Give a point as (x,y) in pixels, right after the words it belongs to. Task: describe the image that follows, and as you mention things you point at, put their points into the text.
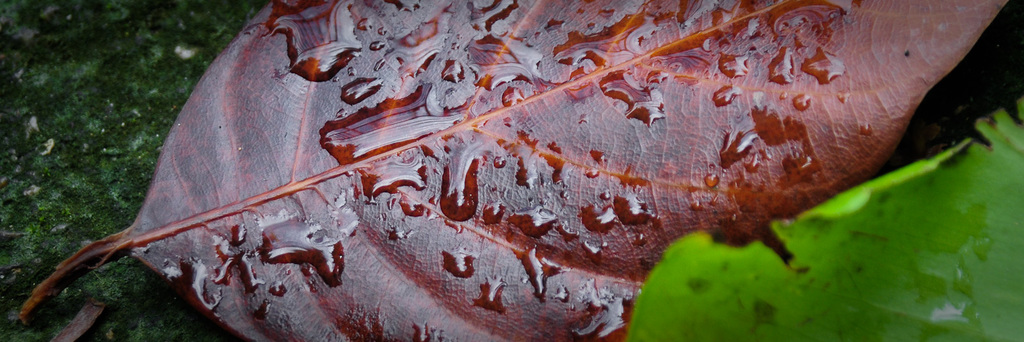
In this image I can see two leaves (756,246) which are in green and brown color. To the left (90,128) I can see the green color surface (108,188).
